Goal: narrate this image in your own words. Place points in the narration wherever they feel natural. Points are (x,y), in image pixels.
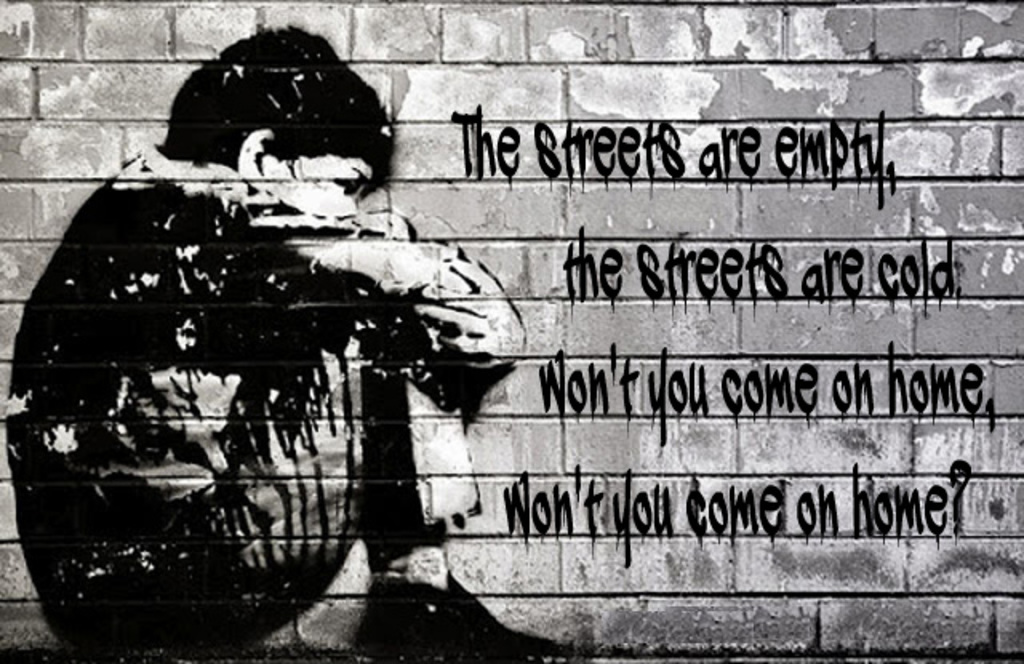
This image is consists of a painting (59,407) on a wall (347,298).
